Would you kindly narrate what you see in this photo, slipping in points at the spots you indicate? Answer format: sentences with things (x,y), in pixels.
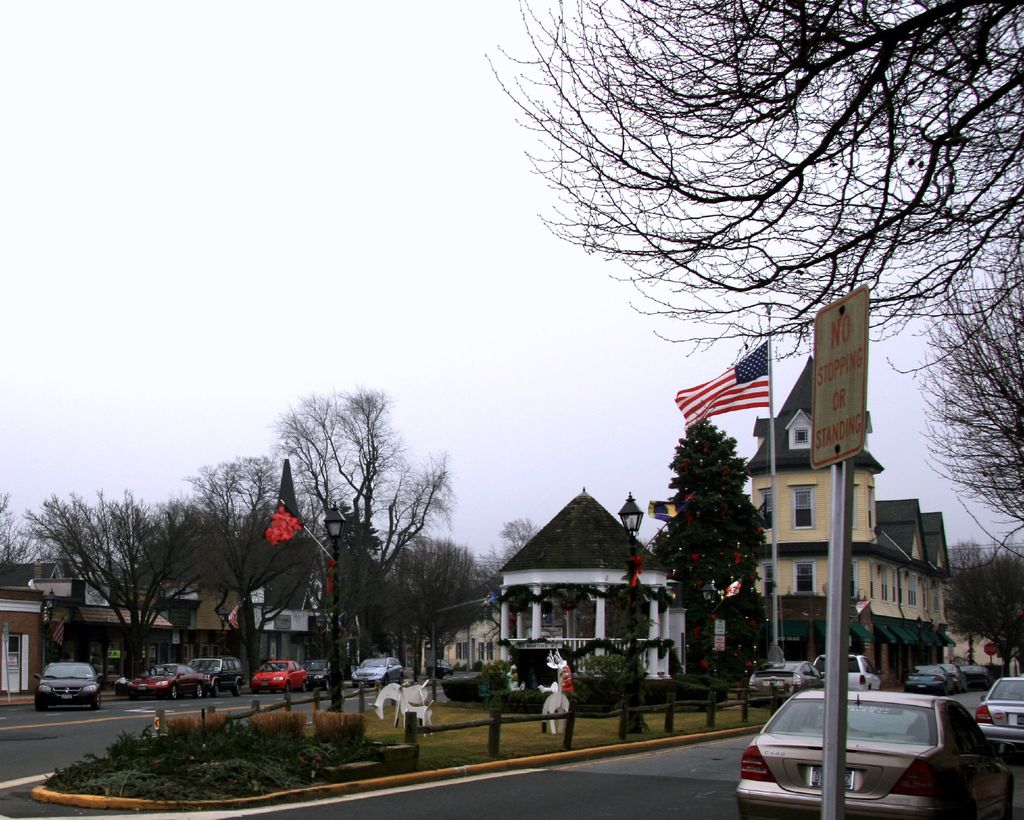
In this image I can see few vehicles (40,675) on the road (74,724). Background (14,543) I can see trees (48,526), buildings (779,532) in white and cream color and sky (414,200) in white color.
